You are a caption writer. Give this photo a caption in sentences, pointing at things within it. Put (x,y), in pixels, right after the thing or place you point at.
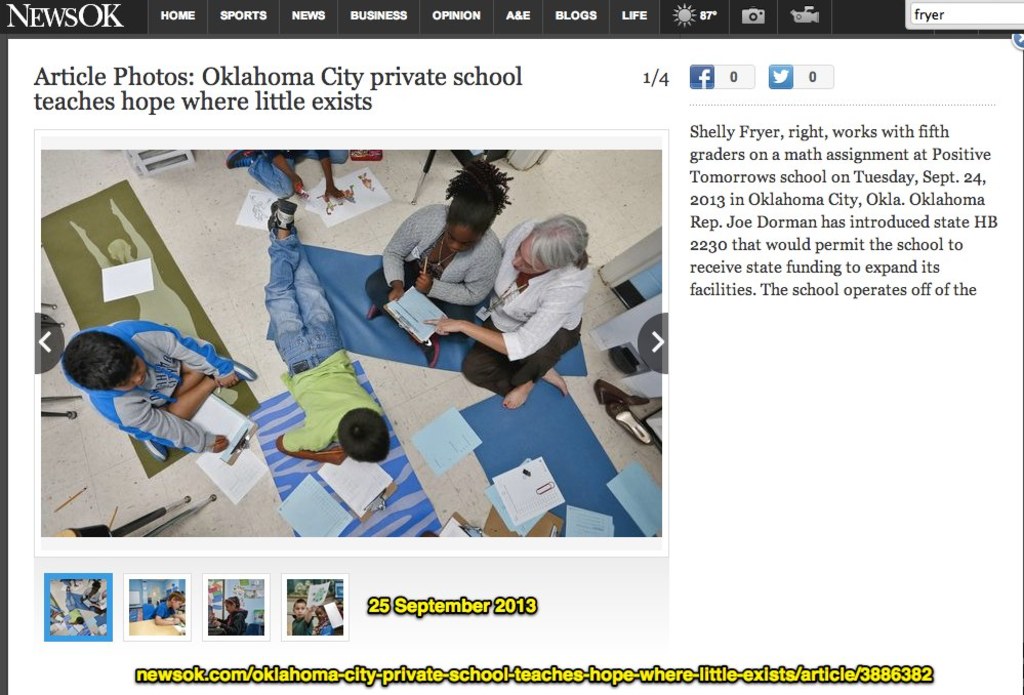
It is a picture of a text (832,227) with an image (486,433) present on the website (83,27). In the menu bar (199,24) there are different categories (427,21) to select. Facebook (706,86) and twitter icons (783,75) are visible in this image. At the bottom (427,612) there is yellow color text (830,675) regarding article. In the image there are four people (427,256) sitting on the floor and one boy (304,382) lying on the floor (416,466).
